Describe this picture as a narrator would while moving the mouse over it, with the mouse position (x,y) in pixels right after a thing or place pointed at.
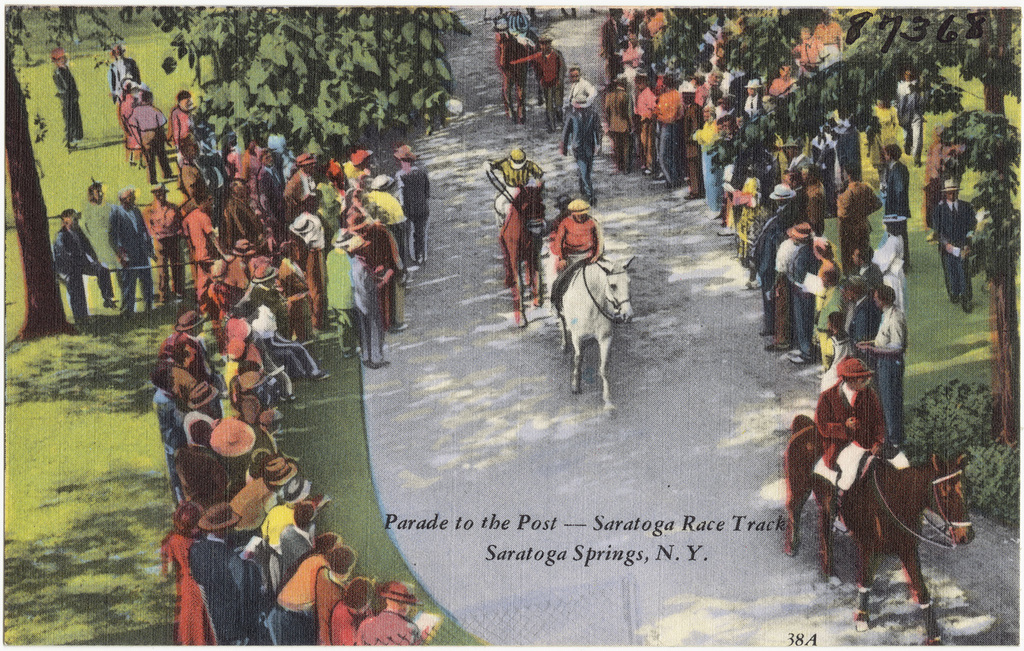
This picture shows many people (895,243) standing and few people (578,220) are riding horses (508,68) and we see trees (333,88) and few of them wore hats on the heads (245,411) and we see text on the bottom of the picture (692,514).
